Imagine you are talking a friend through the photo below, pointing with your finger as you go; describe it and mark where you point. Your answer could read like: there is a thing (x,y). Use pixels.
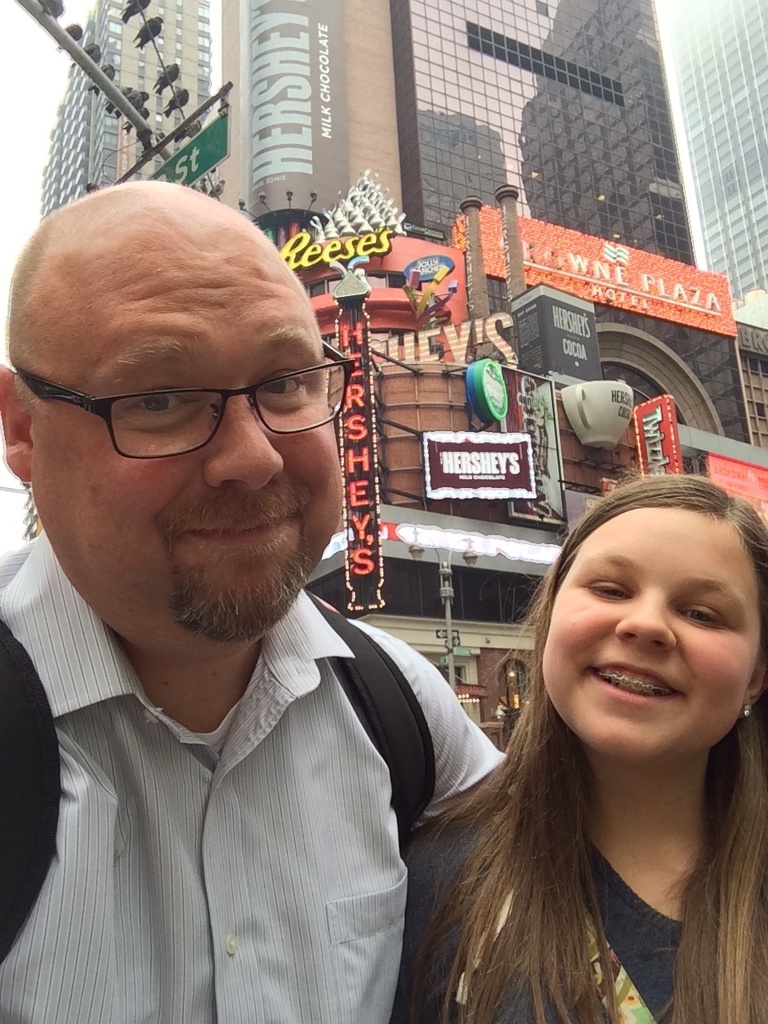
In the picture I can see a man (325,523) and a woman (585,807) are standing and smiling. In the background (437,256) I can see buildings (463,290), LED boards (474,459) on which there is something written on them and some other objects (496,196). On the left side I can see birds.
